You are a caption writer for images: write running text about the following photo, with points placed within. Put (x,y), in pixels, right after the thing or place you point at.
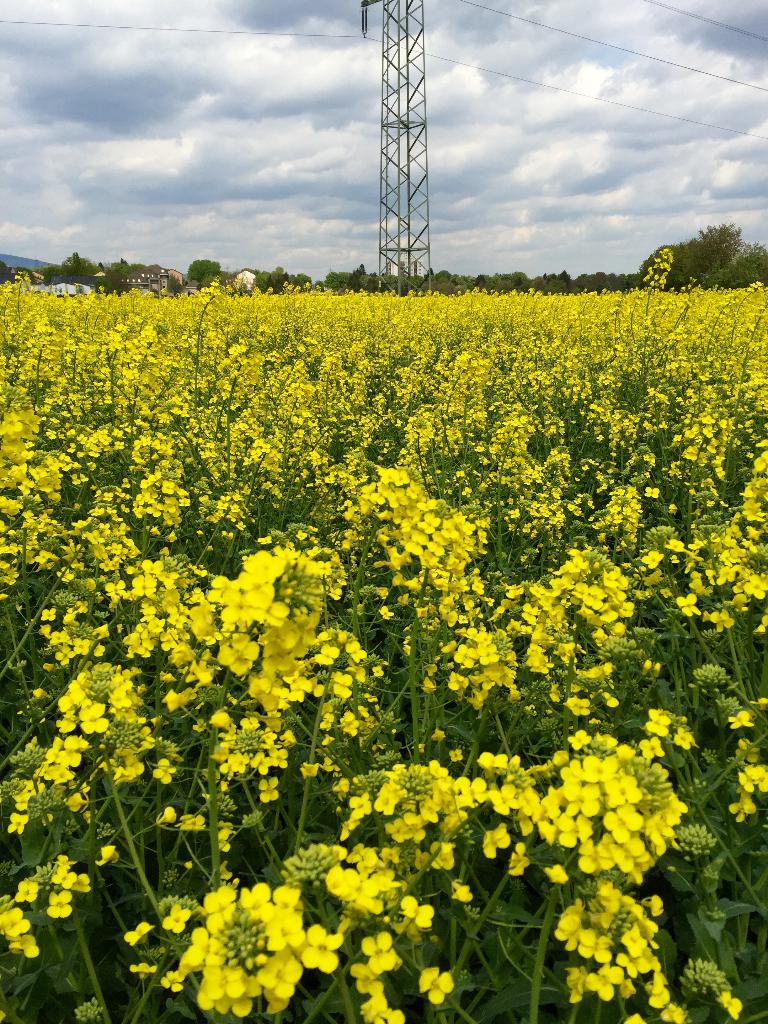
In this image in front (754,729) there are plants (511,550) and flowers (521,433). In the center of the image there is a tower (400,172). In the background of the image (724,260) there are trees (368,291), buildings (78,282), mountains (17,258) and sky (175,178).
